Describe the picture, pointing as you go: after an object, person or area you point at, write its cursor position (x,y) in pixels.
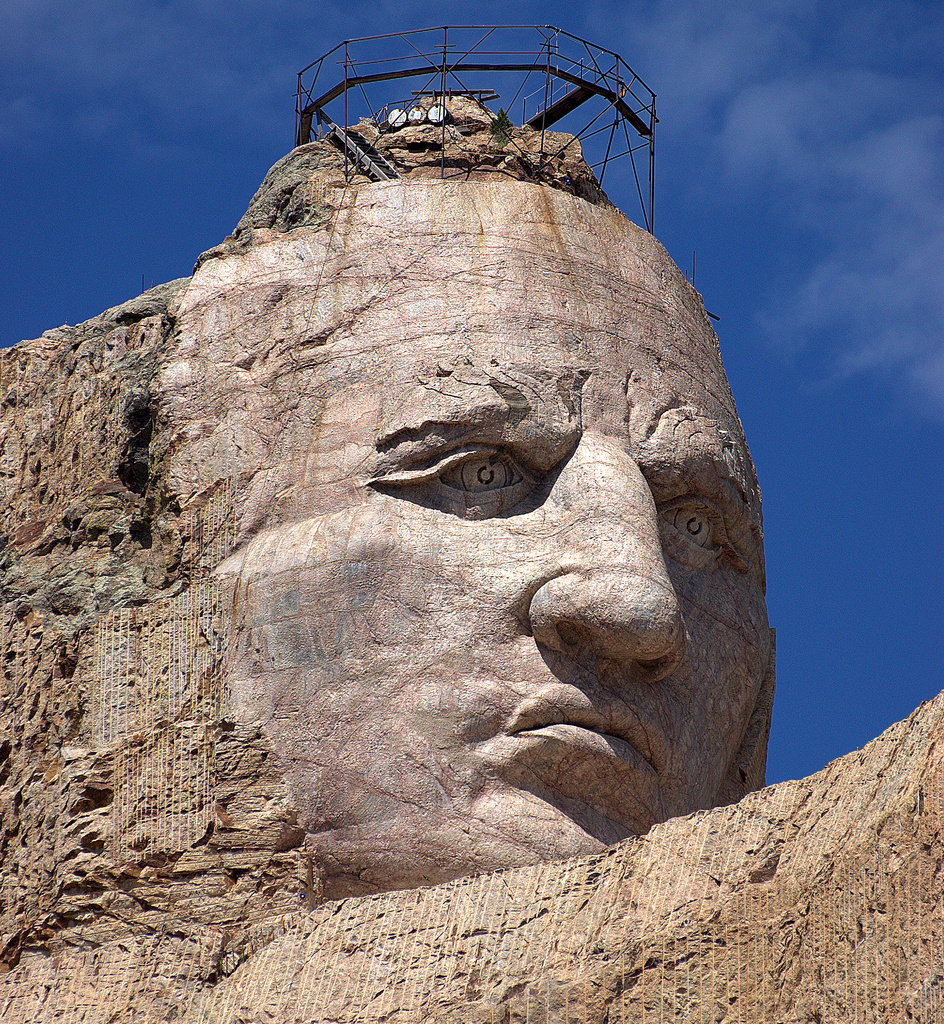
In this image we can see some human sculpture (549,615). At the top (586,87) we can see the fence (549,66). We can also see the sky (881,374).
